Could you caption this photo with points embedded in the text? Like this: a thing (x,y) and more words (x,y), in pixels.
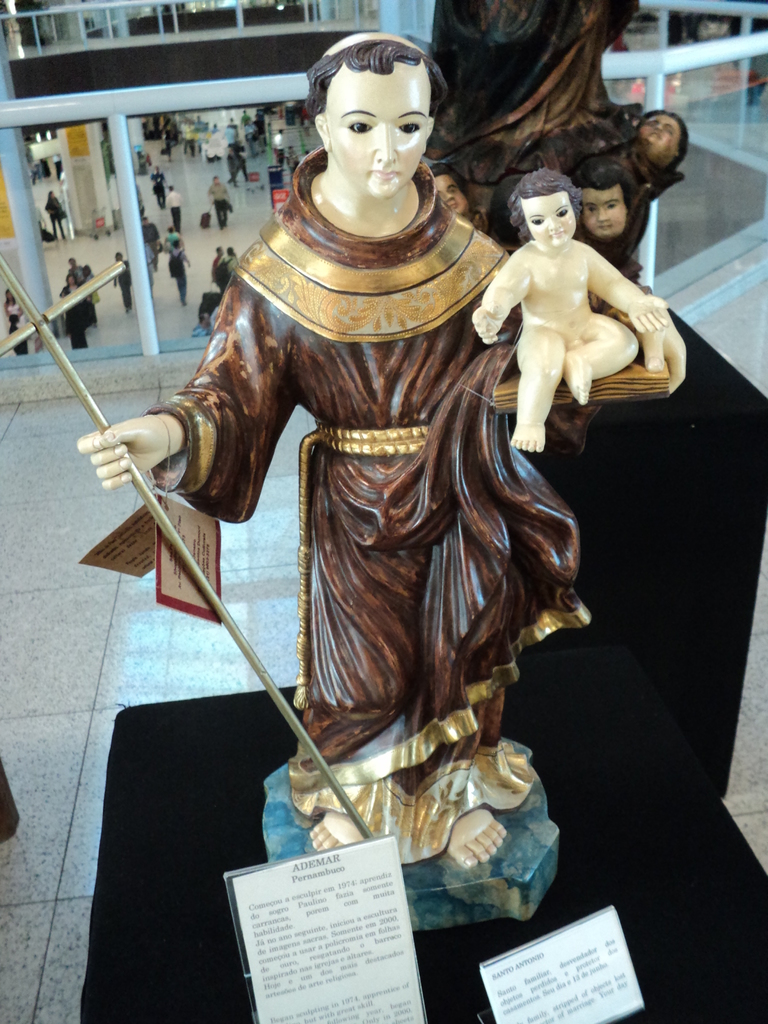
In this image we can see sculptures (488,513) with name boards (347,951) on the black color surface (159,904). In the background (138,184), we can see glass railing (127,198). Behind the railing (59,202), people (52,204) are walking on the floor (163,213).
